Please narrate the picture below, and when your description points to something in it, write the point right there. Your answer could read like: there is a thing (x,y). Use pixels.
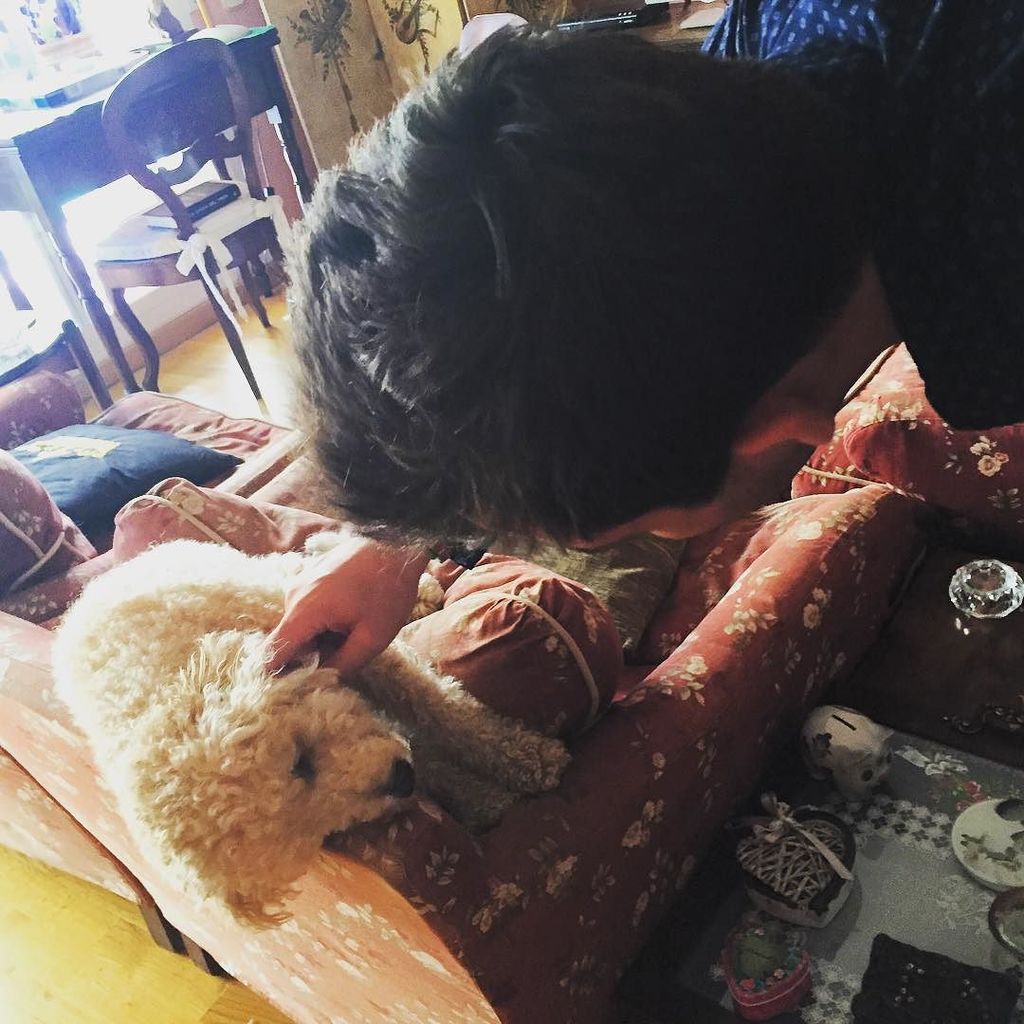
In this image we can see a person (731,226) standing on the floor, a dog (381,729) lying on the sofa (598,730), table (117,53), chair (135,100), pillows (228,511) and some objects (889,749) on the table (890,806).
